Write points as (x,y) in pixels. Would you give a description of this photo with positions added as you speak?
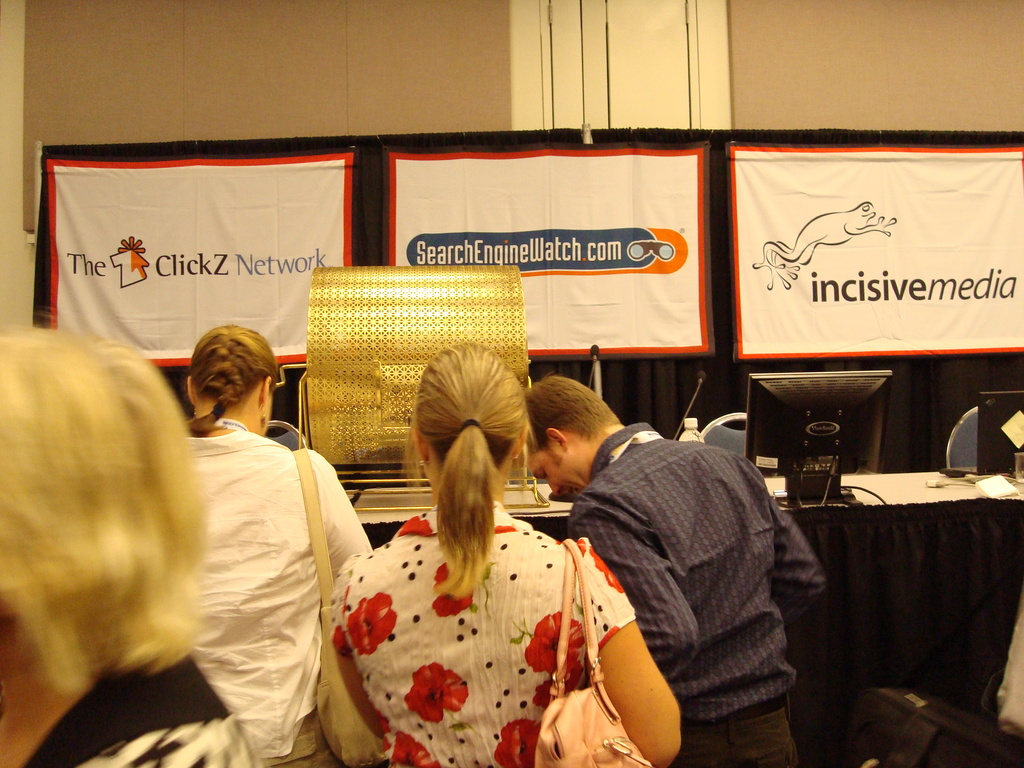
In this image there are few persons (536,678) standing in front of the table (894,501). On the table (784,483) there are few monitors (828,472), mic's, a bottle (689,421) and some other objects (958,479) placed on it, behind the table (950,491) there is a banner (193,193) with some text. In the background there is a wall (786,78).
